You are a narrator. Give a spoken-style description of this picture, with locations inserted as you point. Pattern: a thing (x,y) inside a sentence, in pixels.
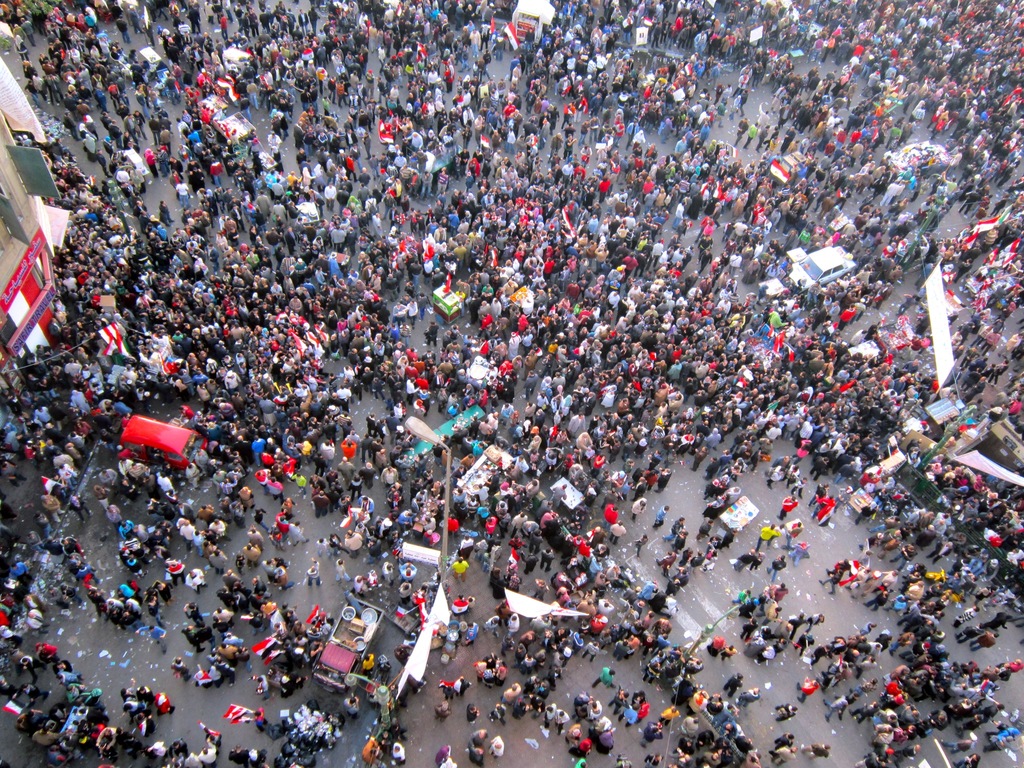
In this image we can see a crowd (389,245) standing on the road (677,489), advertisements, motor vehicles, flags (106,354) to the flag posts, littering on the road (152,199) and building (13,278).
